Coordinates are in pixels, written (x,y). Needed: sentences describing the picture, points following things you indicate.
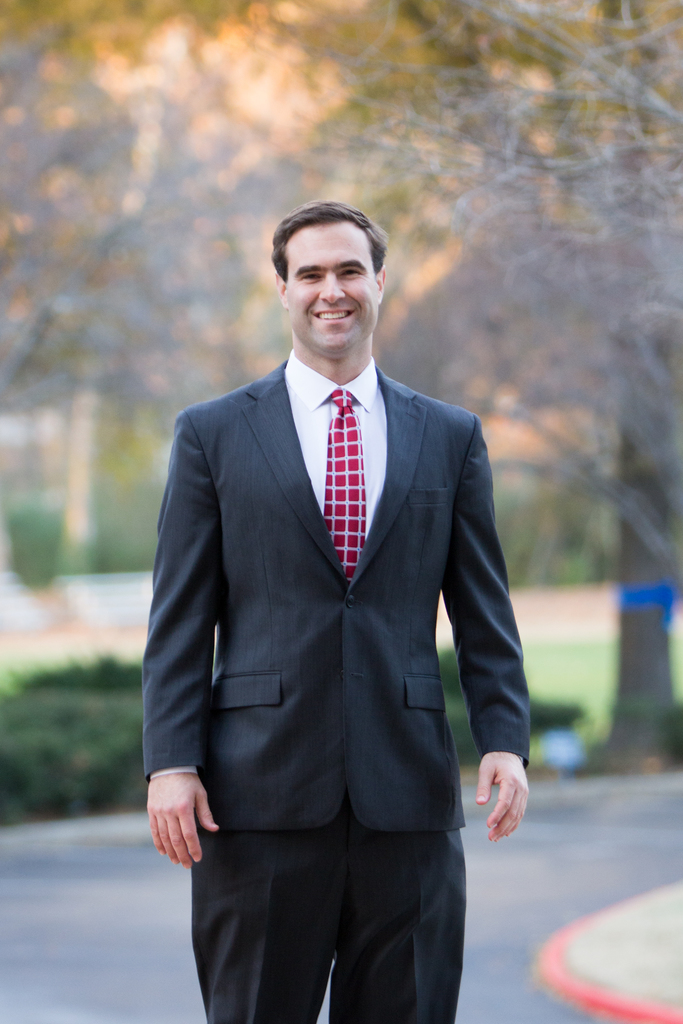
In this image, at the middle (327,409) we can see a man (221,403) standing and he is wearing a black color and a red color tie (333,503), he is smiling, in the background (596,830) there is a road (625,809) and there is a tree (558,186).
